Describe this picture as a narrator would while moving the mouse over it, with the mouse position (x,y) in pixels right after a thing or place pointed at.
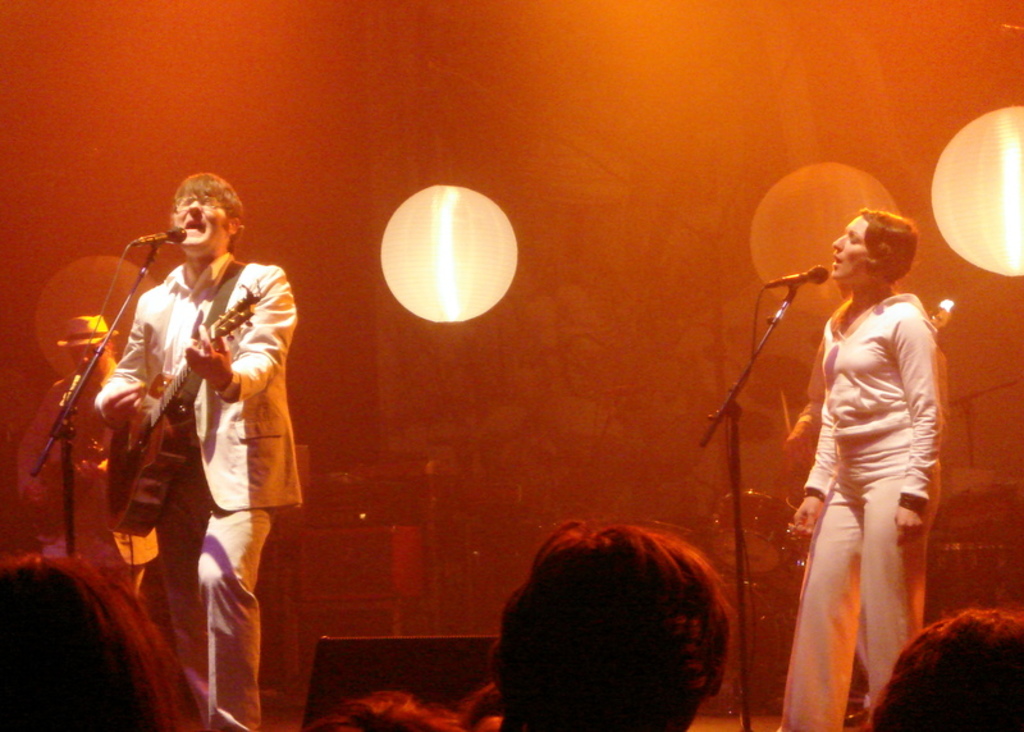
In this picture we can see a group of people (266,420) standing and some people (124,355) holding the musical instruments (176,403). In front of the people (864,293) there are microphones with stands (742,377) and cables (120,270). Behind the people (943,412) there are some musical instruments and lights (843,218). In front of the people (840,659) there are some people (607,654) on the path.
